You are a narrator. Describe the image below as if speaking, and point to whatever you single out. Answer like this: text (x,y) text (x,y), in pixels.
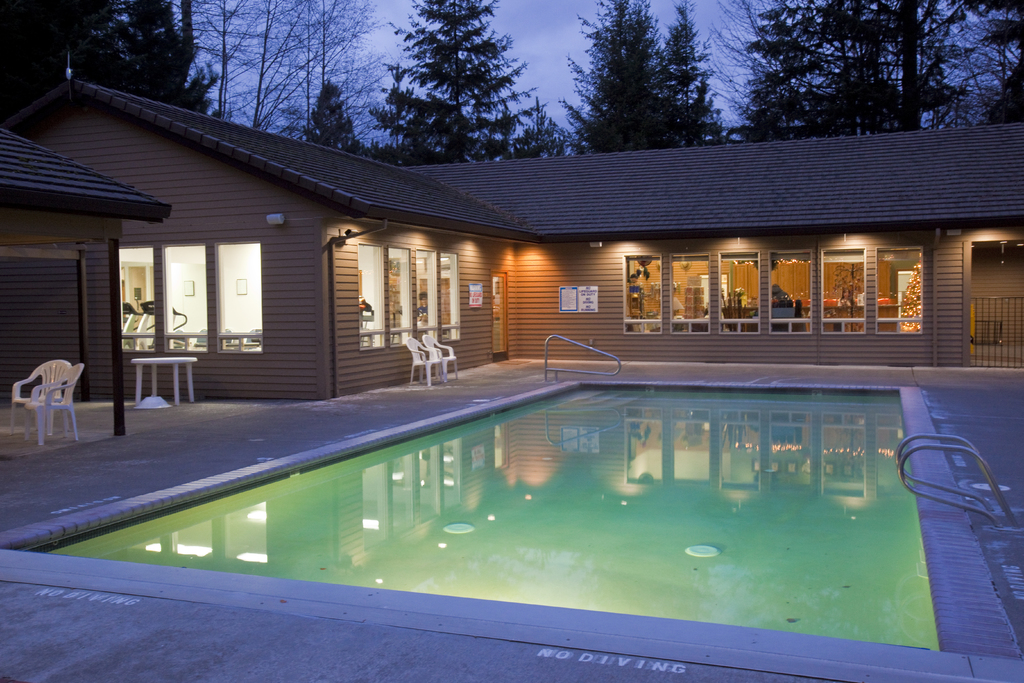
In front of the image there is a swimming pool (510,497), on the either side of the swimming pool (500,485) there are metal rods (938,496), around the swimming pool (243,561) there is a wooden house (163,264) with glass windows (361,274), in front of the wooden house (198,282) there are tables (139,359) and chairs (60,388), on the house (339,303) there are pipes (332,291), cameras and metal rods (114,295), through the glass windows (127,300) we can see there are some people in the house (668,293) and some objects (695,297), on the house (541,320) there are posters (566,300) on the walls (553,313) and there are lamps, behind the house (708,237) there are trees (479,121), on the right side of the image (1008,313) there is a metal rod fence (992,312).
